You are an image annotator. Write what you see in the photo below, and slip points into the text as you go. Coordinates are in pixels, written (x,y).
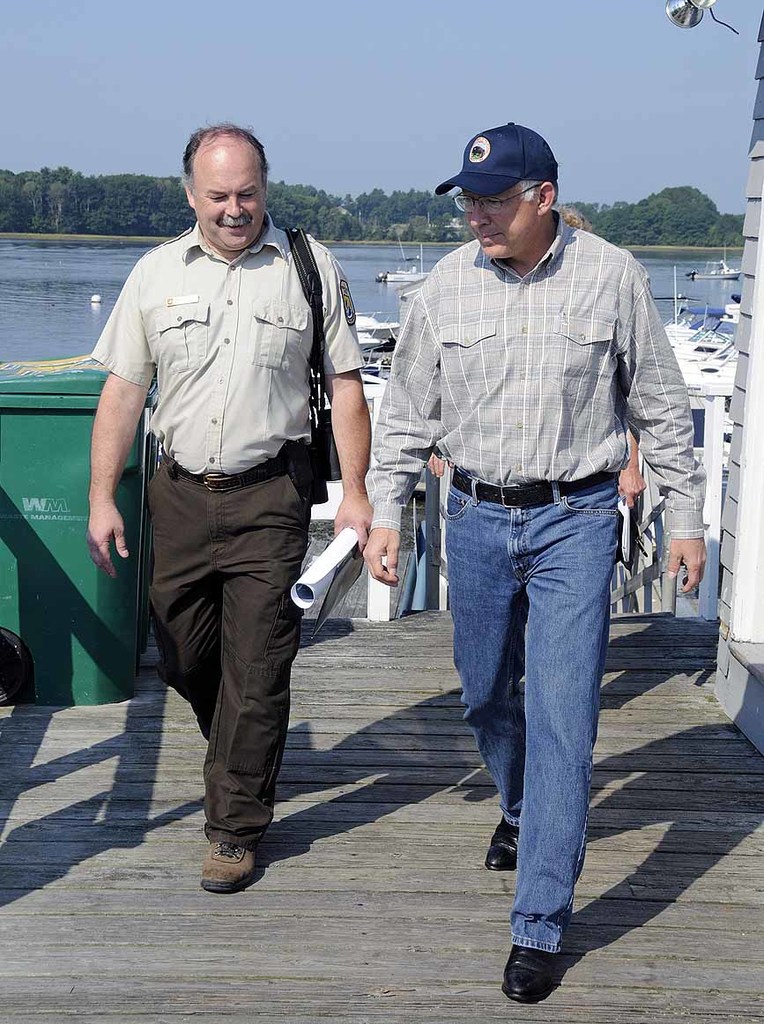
Here in this picture we can see two men (413,408) walking over a place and both of them are talking to each other and one of them is smiling and the man (481,219) on the right side (517,190) is wearing spectacles (463,211) and cap (477,187) and behind them we can see boats (700,353) present in the water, as we can see water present all over there and on the left side (89,421) we can see dustbin (37,445) present and in the far we can see plants (282,224) and trees (364,229) covered over there and we can see the sky (396,103) is clear.
